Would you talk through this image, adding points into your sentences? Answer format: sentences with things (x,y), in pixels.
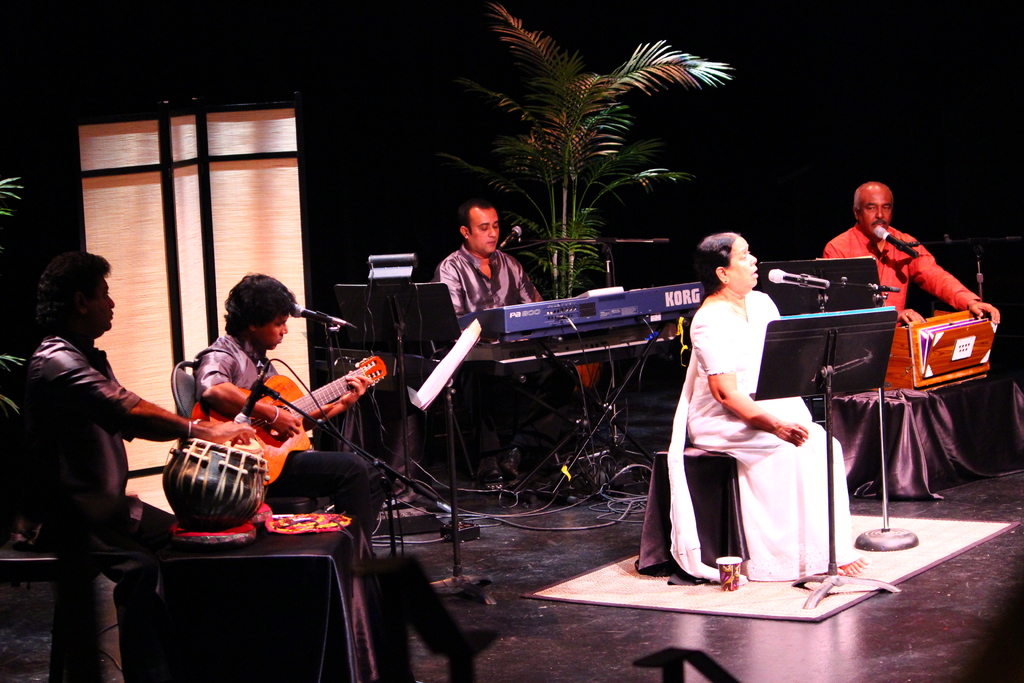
In this picture there are group of people (453,303) those who are playing the music on the stage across the image and there is a lady (805,510) who is sitting at the right side of the image (694,364) and there is a mic (819,283) in front of her, she is singing and there is a plant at the center of the image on the stage (610,414).
